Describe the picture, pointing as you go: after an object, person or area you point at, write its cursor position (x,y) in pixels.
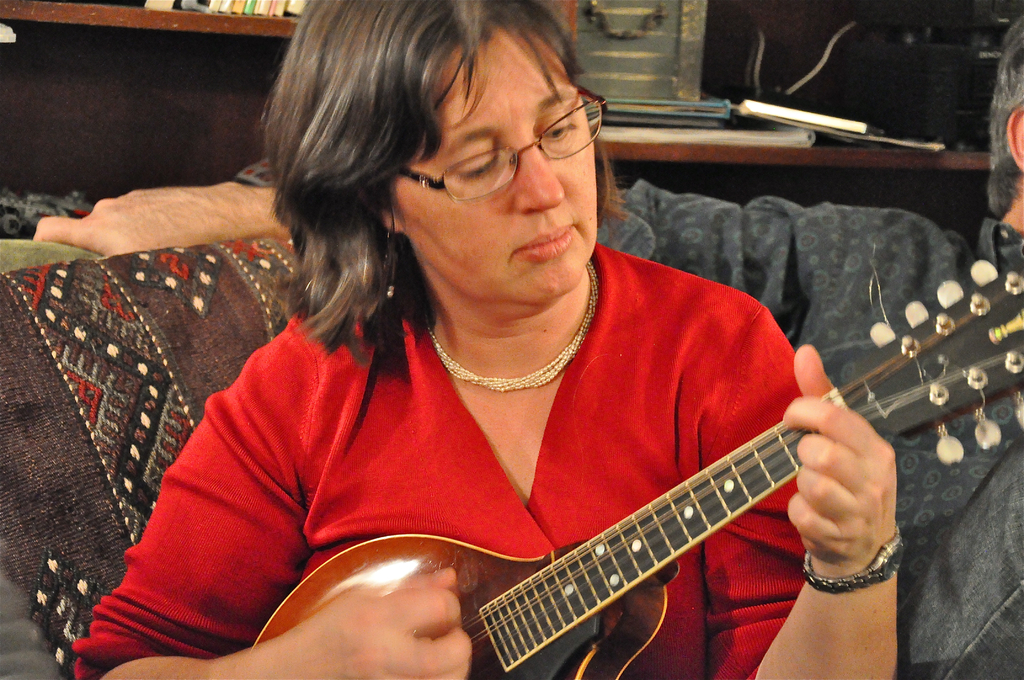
In this image I can see a woman (413,385) is playing a mandolin (523,578) and sitting on a couch (905,477) beside a man (972,584). The woman (870,505) is wearing a red color dress (384,423), glasses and necklace (547,373).
